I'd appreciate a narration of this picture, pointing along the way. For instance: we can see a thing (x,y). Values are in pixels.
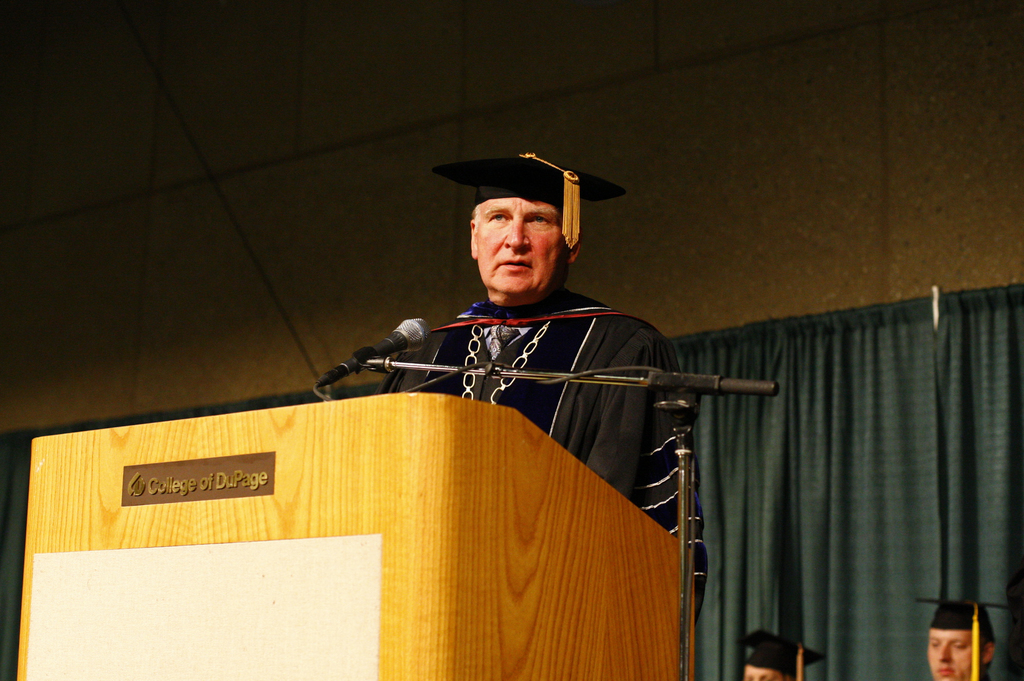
As we can see in the image there are curtains (813,450), wall (869,57) and three people (542,191). The man (599,327) over here is wearing black color dress (634,395). In front of him there is a mic (406,336).
